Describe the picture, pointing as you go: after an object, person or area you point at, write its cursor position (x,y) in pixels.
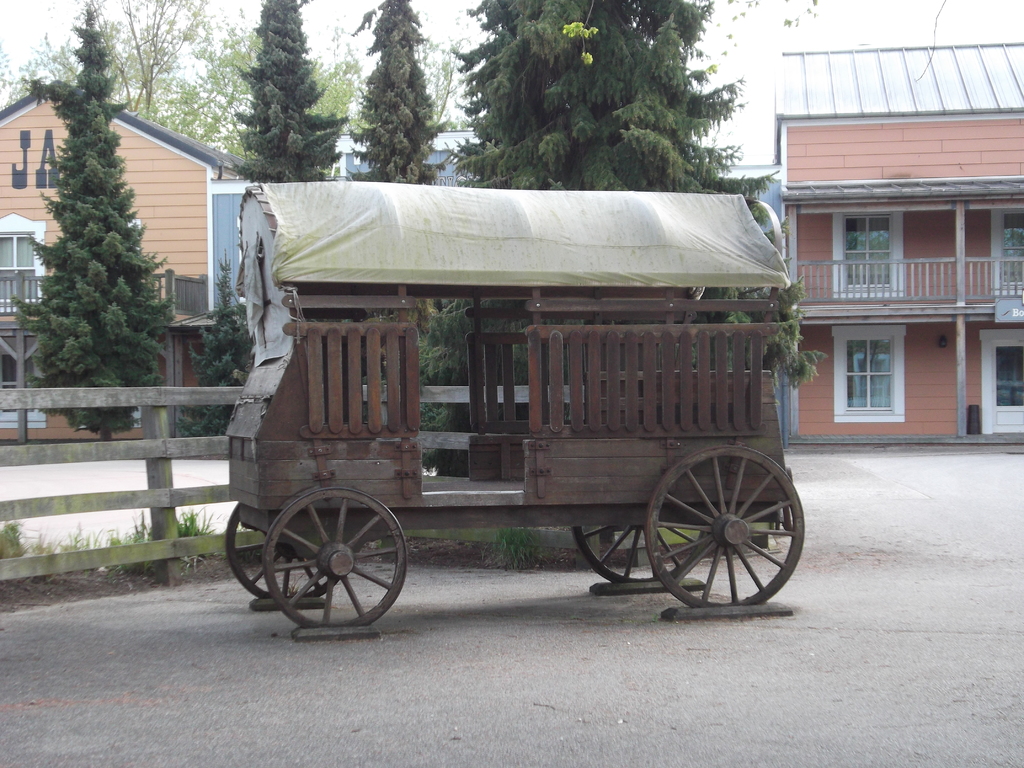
In this picture we can see a cart (326,311) and some objects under the wheels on this cart (633,400). There is some fencing (496,401) and some grass (183,528) is visible on the ground (14,596). We can see a few trees (433,174) and houses (909,207). There is some railing (810,292), glass objects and windows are visible on these house (1010,204). We can see the sky (341,24).
